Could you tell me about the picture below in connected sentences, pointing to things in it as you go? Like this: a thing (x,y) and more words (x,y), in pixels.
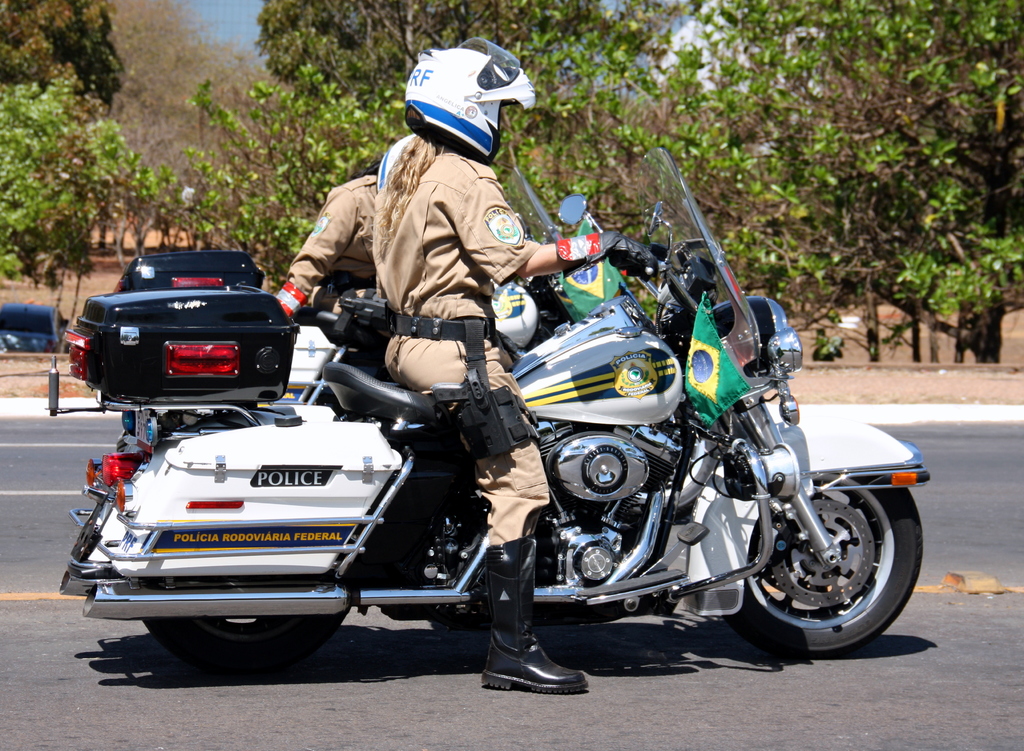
In this image I can see in the middle (424,261) a woman (519,250) is on the white color police bike (464,496), she wore police dress (503,489) and a white color helmet (471,105). Beside her there is another bike (369,338) with another person (356,205). On the left side (12,325) there is a vehicle (37,326), in the middle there are trees (547,119). At the bottom (809,710) it is the road (818,698) in this image.
